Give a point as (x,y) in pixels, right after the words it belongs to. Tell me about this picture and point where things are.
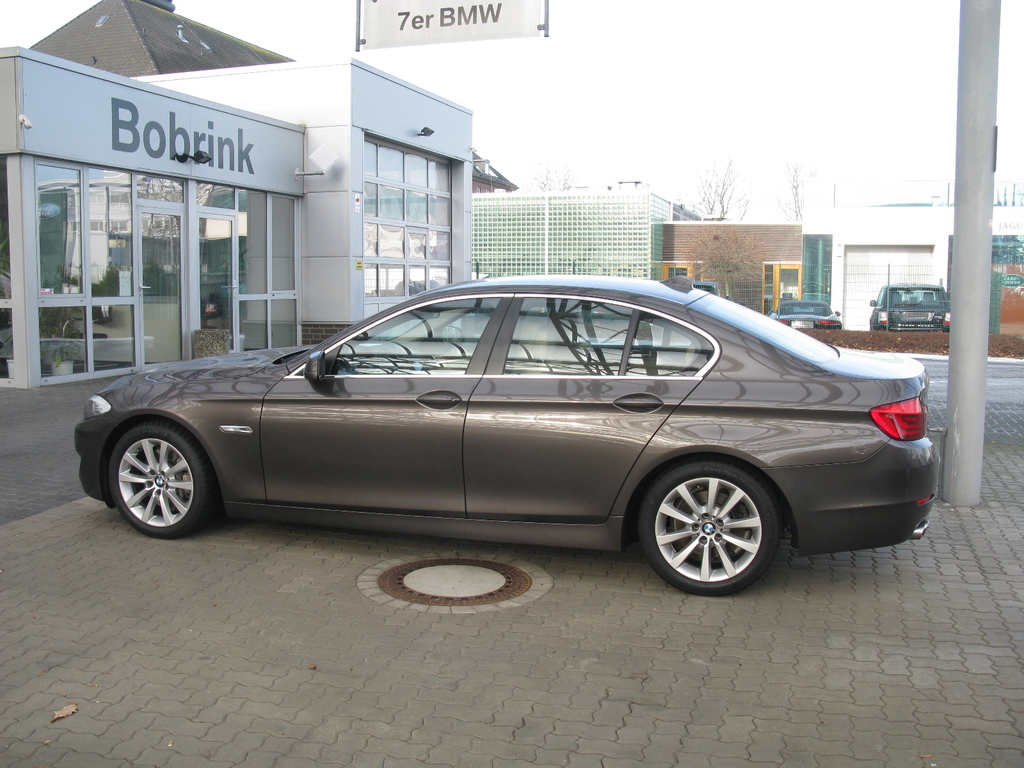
In the center of the picture (489,346) there is a car (648,329). In the background (421,270) there are buildings (651,213) and trees (730,197) and cars (929,289). On the right (977,276) there is a pole (964,90).
